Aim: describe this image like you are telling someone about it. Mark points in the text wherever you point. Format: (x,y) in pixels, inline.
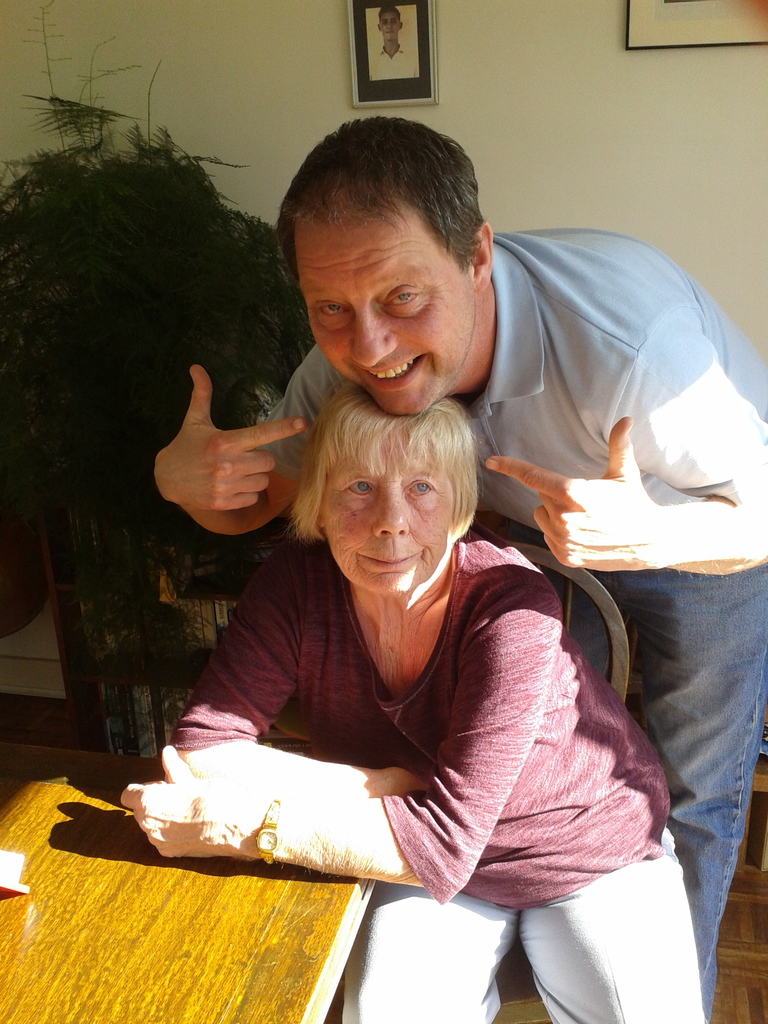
In this image i can see a woman (495,587) sitting wearing a maroon shirt (544,846) and ash pant (578,903), a man (634,503) standing wearing a blue shirt (644,364) and jeans (679,579) smiling there a table (187,860) in front of them, at the back ground (74,458) there is a tree (74,410) and a frame (364,79) attached to a wall (333,29), there is a person (397,42) in the frame (399,45).
